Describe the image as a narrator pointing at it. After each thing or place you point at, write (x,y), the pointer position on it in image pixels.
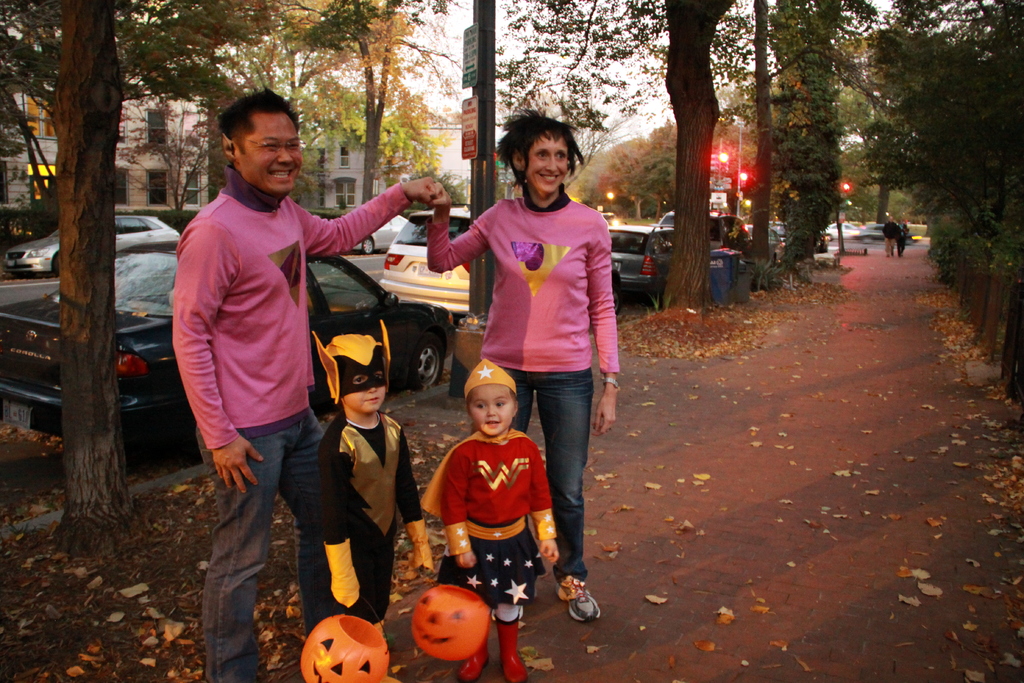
In this image there is a man (285,274) and women (555,256) with two kids (452,523), standing on a footpath (708,538), on either side of the footpath (884,317) there are trees (712,123), beside the footpath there is a road (357,250), near to the road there is parking area (327,300), cars (153,287) are parked in parking area (732,214), in the background (191,192) there are trees (319,154) and houses (330,180).
